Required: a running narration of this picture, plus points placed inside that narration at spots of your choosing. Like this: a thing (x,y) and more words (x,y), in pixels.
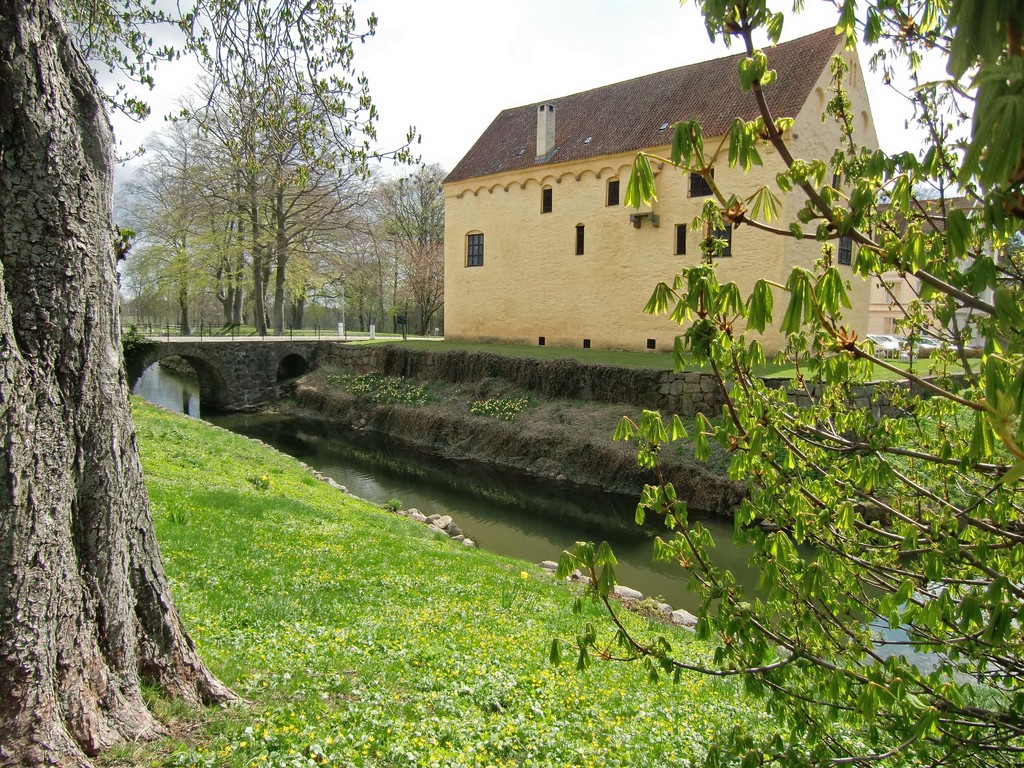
In the center of the image (498,273) we can see the sky (480,53), trees (246,322), buildings (892,315), water (262,433), grass (543,430), one bridge (276,378) with pillars (235,372) and arches (297,354) and some objects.
